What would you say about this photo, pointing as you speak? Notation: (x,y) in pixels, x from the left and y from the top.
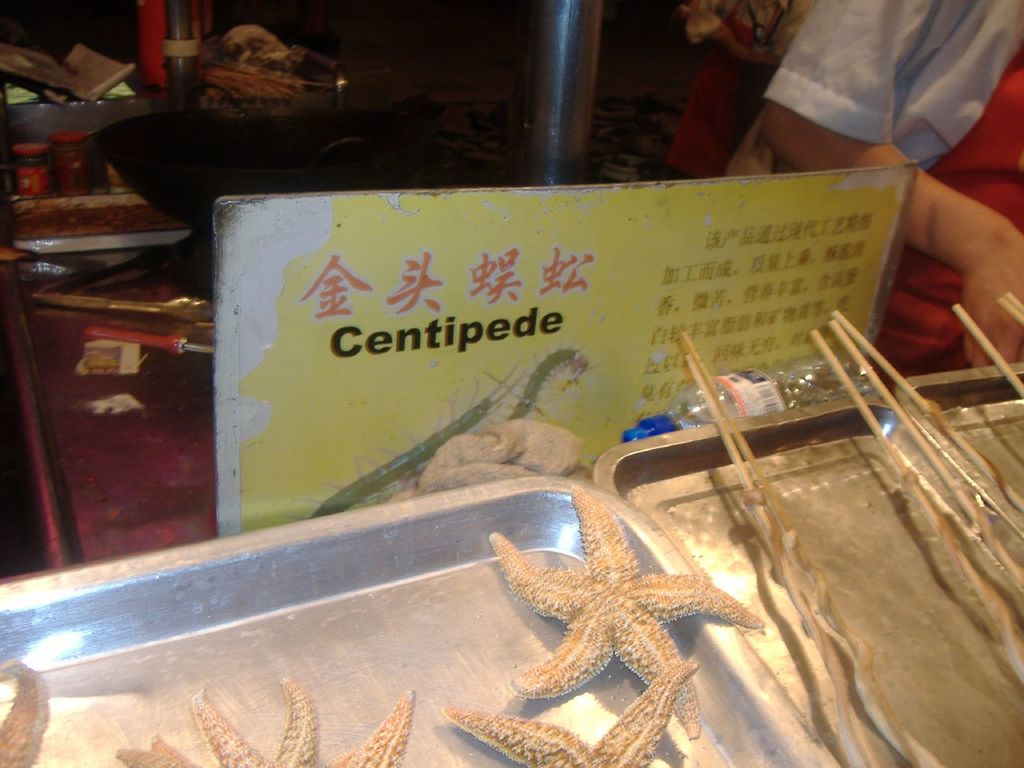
In this image we can see steel objects (665,572), board (593,327) with text (478,285), food items (101,222) and we can also see a human hand (957,253).
